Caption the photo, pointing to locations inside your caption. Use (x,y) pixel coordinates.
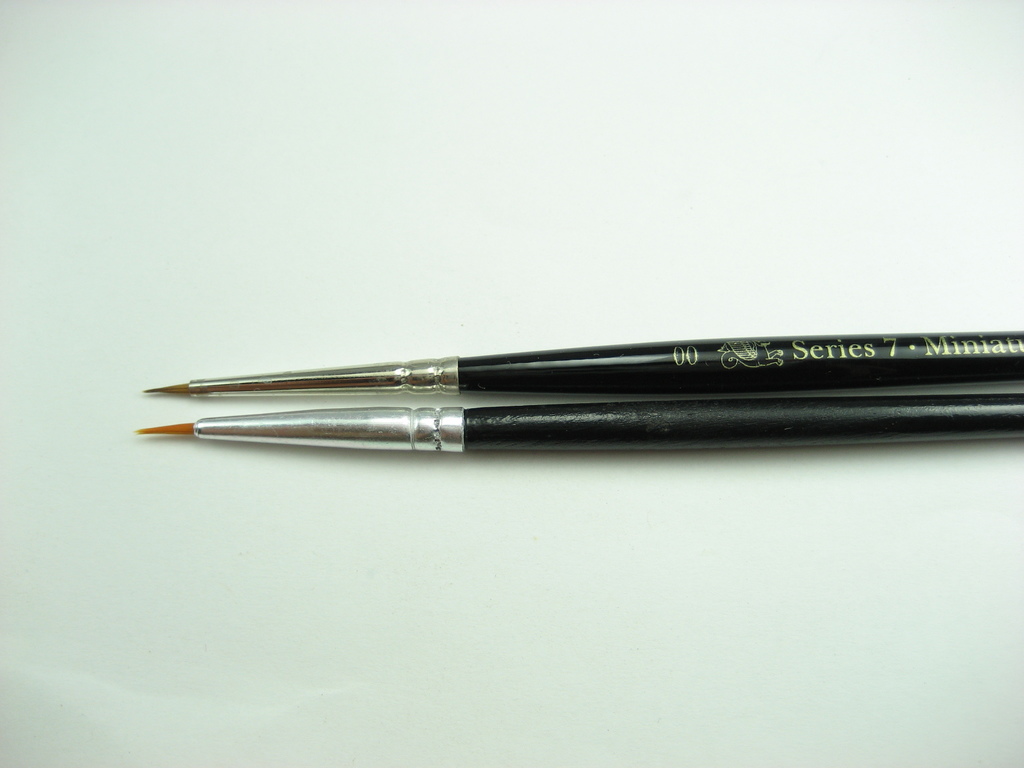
In this image we can see the paint brushes (694,376) in black color. The background (129,357) is white in color.
